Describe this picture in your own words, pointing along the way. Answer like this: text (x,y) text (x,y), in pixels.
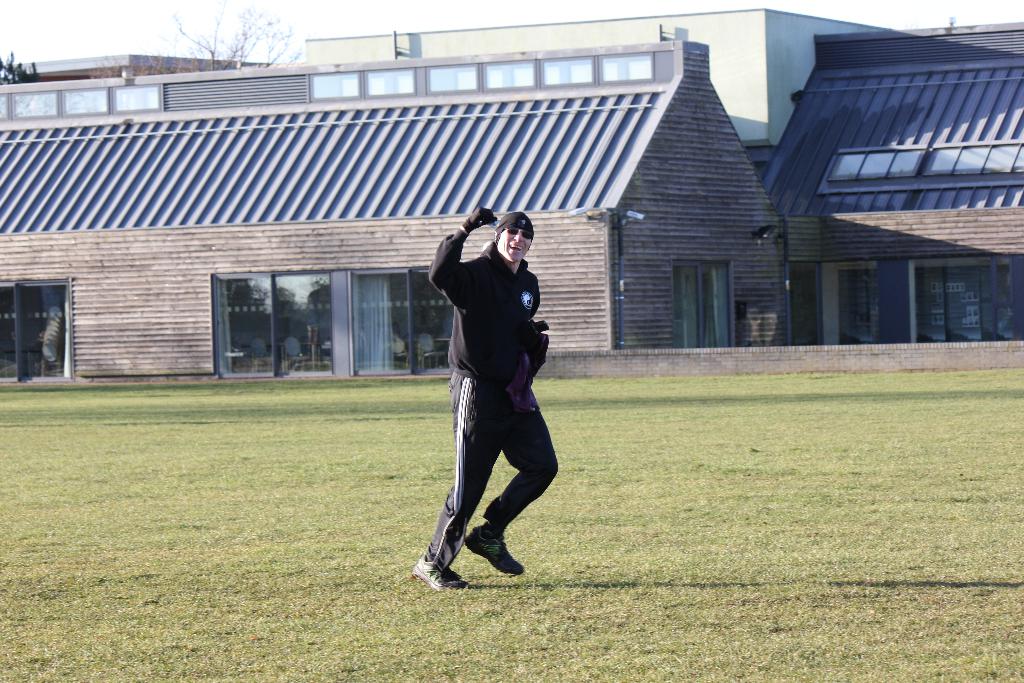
In this picture I can observe a person (466,404) in the ground (328,489). There is some grass (206,464) on the ground (402,481). The person (476,403) is wearing black color dress (479,352). In the background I can observe a house (118,196) and a sky (70,30).
